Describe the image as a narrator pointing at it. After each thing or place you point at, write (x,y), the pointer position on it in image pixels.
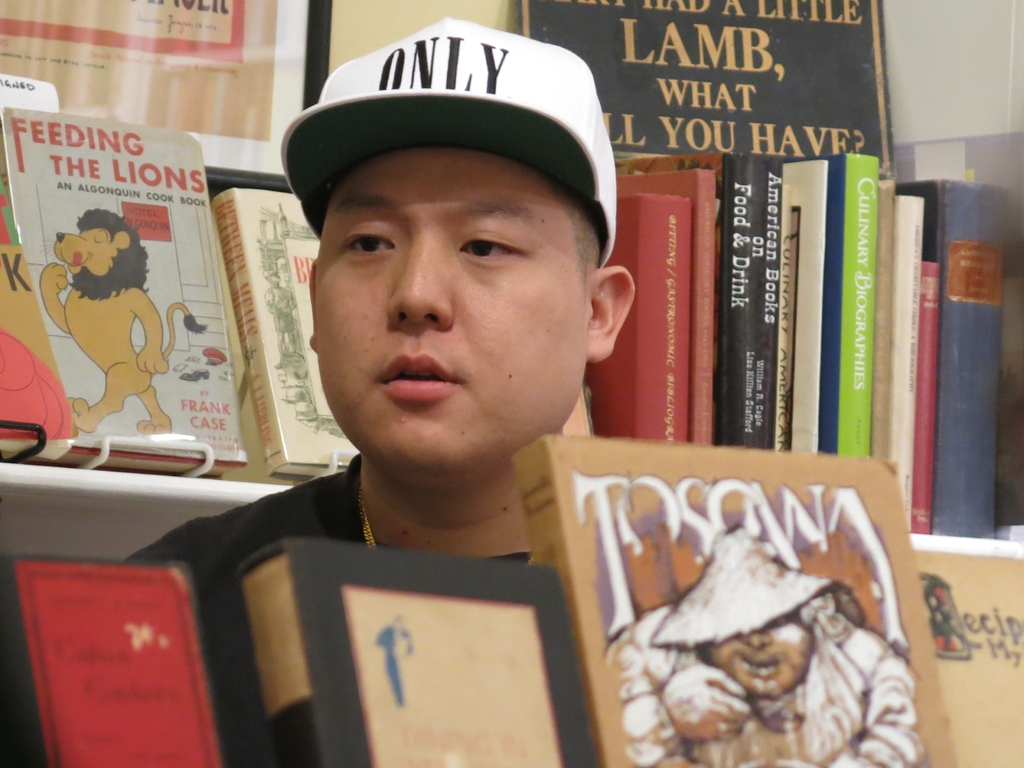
At the bottom of the image (717,515) there are books (619,674). Behind the books (437,554) there is a man (443,201) with a cap (473,107) on his head (499,235). Behind him there is a rack (114,484) with books (246,359). At the top of the image (707,72) on the wall (895,82) there are frames (720,59) with text (720,59) on it.
